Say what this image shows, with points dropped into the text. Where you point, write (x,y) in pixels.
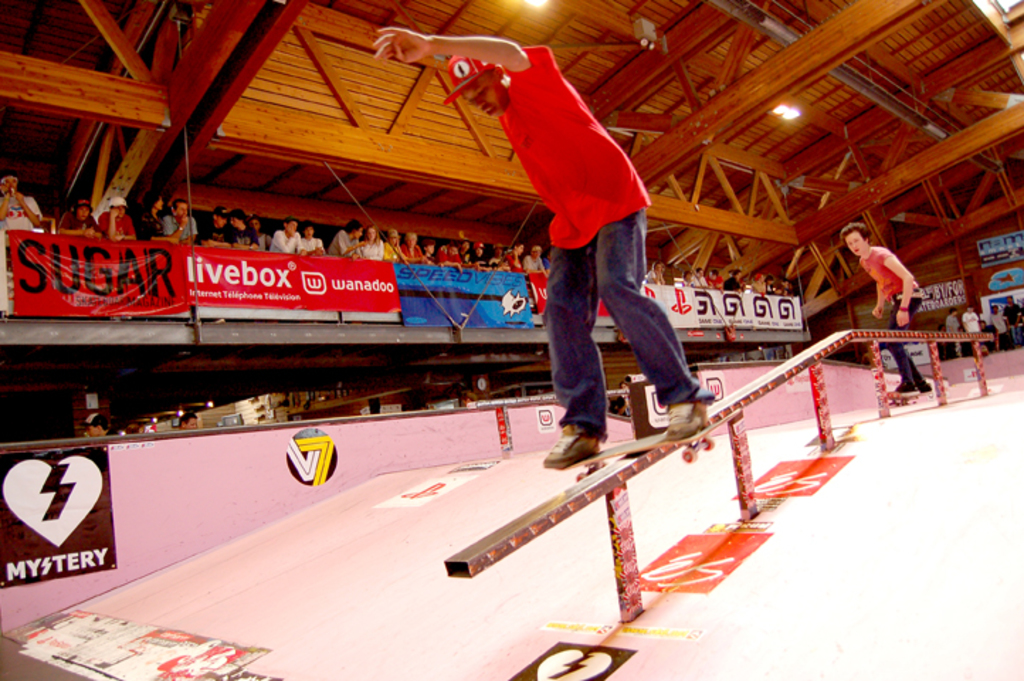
In this image there is one person (588,310) who is skating on a stick (641,465), and in the background (872,253) there is another person (857,242) skating and there are a group of people (964,314) who are watching them. And also there are some boards (66,295), at the bottom (851,522) there is slope (853,604) and some posters (207,646) and a wooden wall (730,370). At the top (301,77) there is ceiling (657,77) and some poles (718,162) and lights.
